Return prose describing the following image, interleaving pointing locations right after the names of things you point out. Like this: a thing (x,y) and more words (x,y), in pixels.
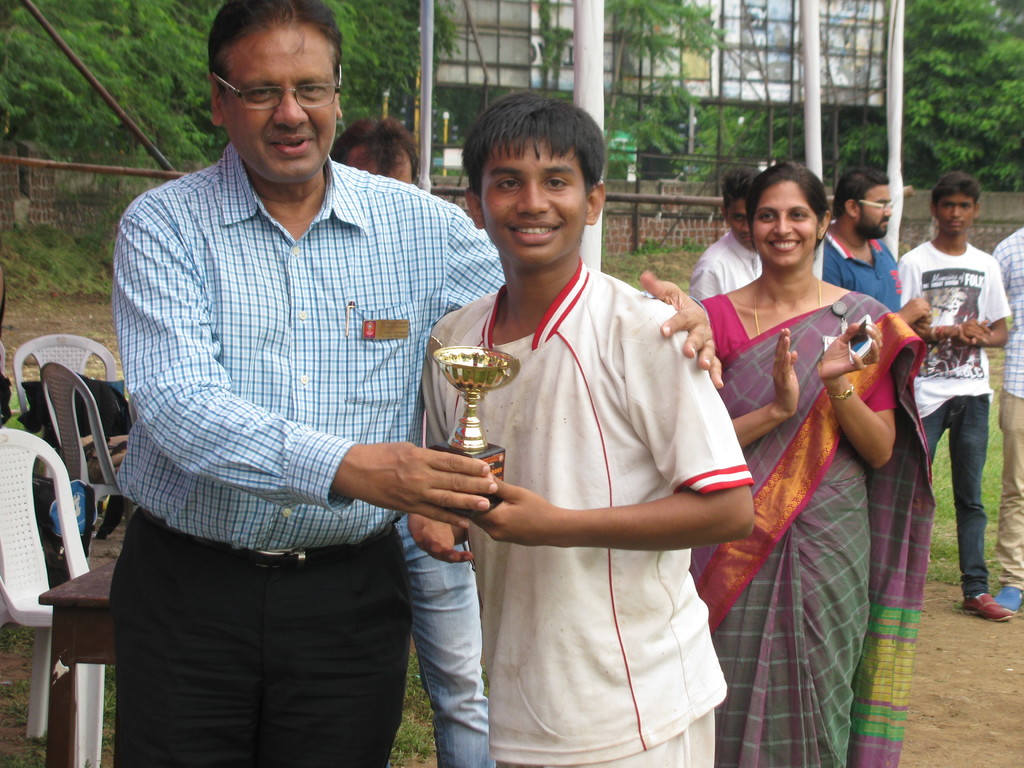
In this image I can see a man (326,391) giving a trophy (459,379) to one boy (589,404). The man (221,335) is wearing blue color shirt (221,335) and the boy (683,383) is wearing white color t-shirt (594,475). At the back of this person (706,409) there is a woman (777,470) standing, smiling and clapping by looking at the boy (565,362). in the background (665,81) I can some trees (963,78). On the left side of the image (94,593) there is one table (84,606) and some chairs (65,547) are placed beside it. On the right side of the image (930,280) there are few people (949,262) standing.
